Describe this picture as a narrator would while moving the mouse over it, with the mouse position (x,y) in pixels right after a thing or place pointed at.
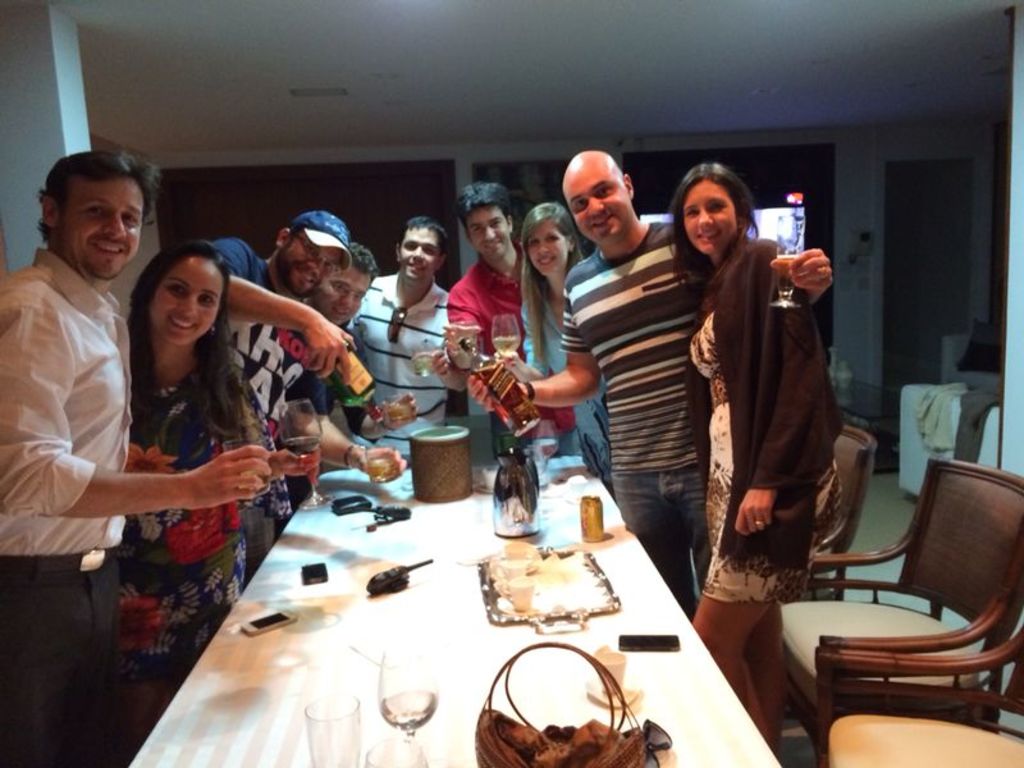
As we can see in the image there are few people (742,334) standing over here. In the front (341,683) there is a table (342,607). On table (288,642) there is a mobile phone (262,623), plate (505,614) and mug (509,503). On the right side (900,749) there are chairs (831,630).
